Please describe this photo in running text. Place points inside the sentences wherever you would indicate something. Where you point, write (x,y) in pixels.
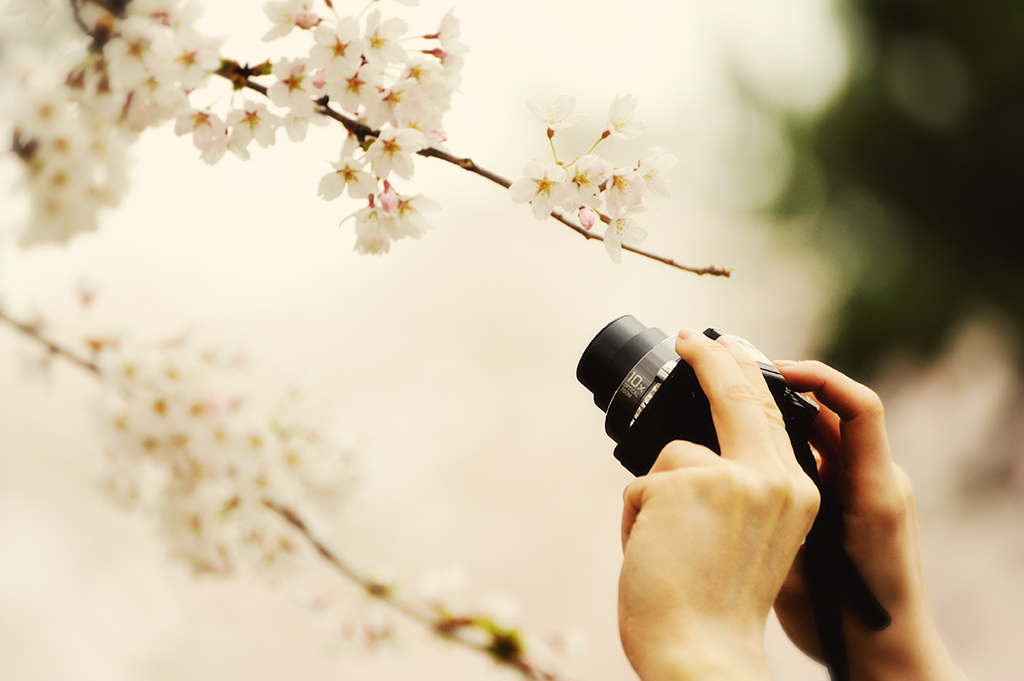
In this image we can see flowers (298,118). On the right (798,378) we can see a person's hands (733,514) holding a camera (703,416).
